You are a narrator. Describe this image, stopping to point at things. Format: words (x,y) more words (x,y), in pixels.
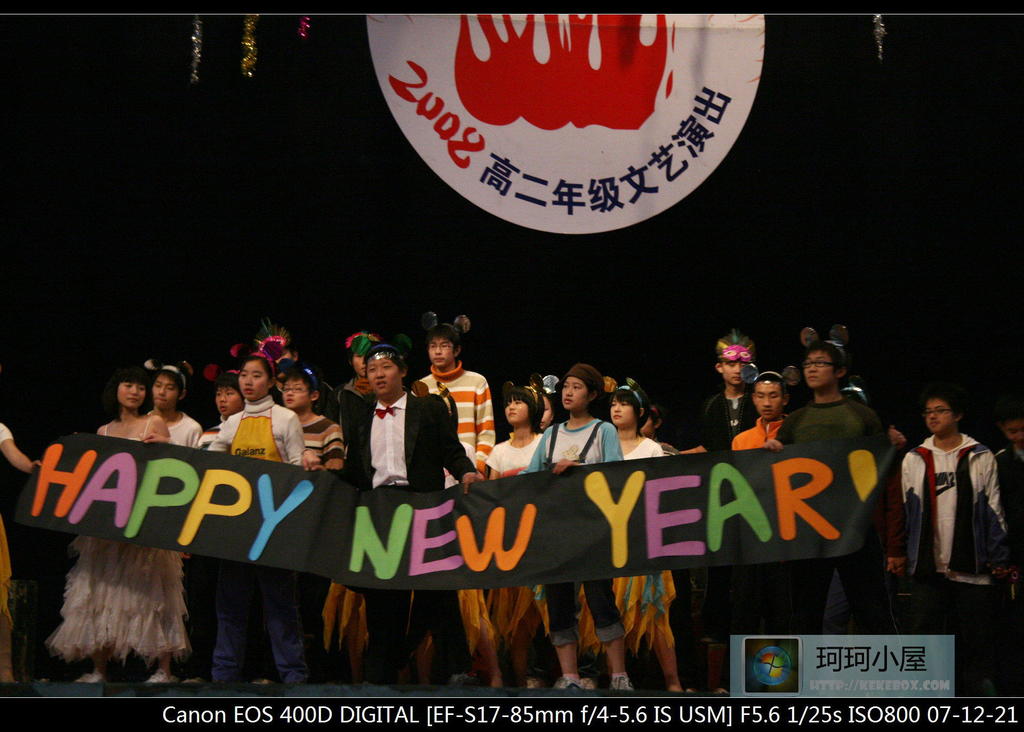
In the image we can see there are many people (371,421) standing, they are wearing clothes (342,423) and shoes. Here we can see the banner (381,494) and we can see the text (614,521) on the banner (528,538), and the background (240,327) is dark.
